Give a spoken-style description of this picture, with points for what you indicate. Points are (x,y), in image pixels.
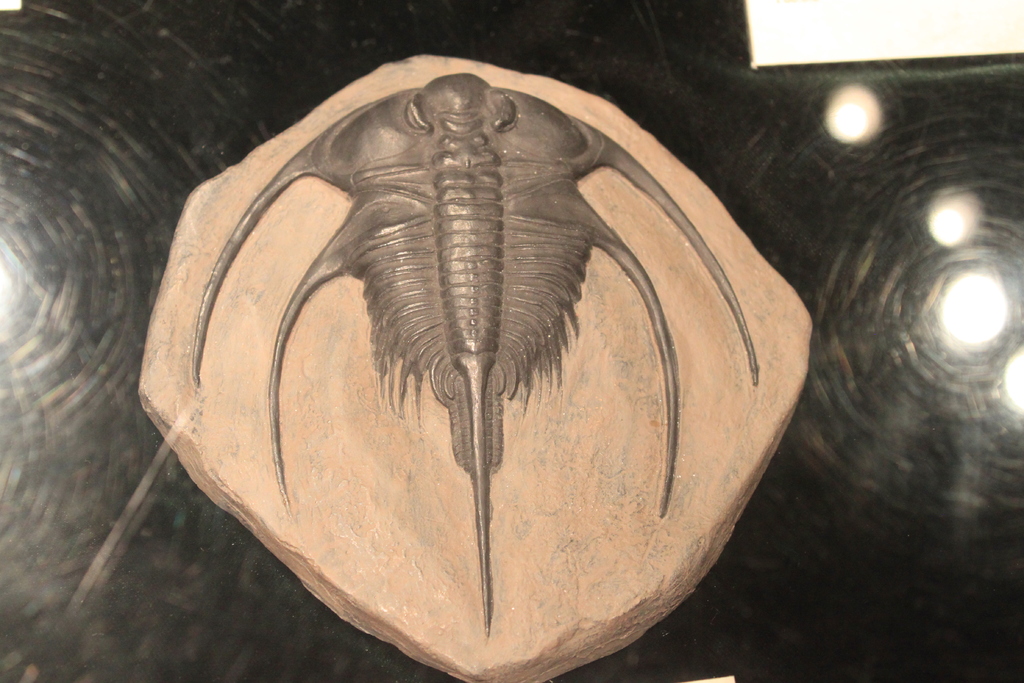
In this image I can see a stone craft (516,274), lights (966,298) and a glass (79,244). This image is taken may be during night.
